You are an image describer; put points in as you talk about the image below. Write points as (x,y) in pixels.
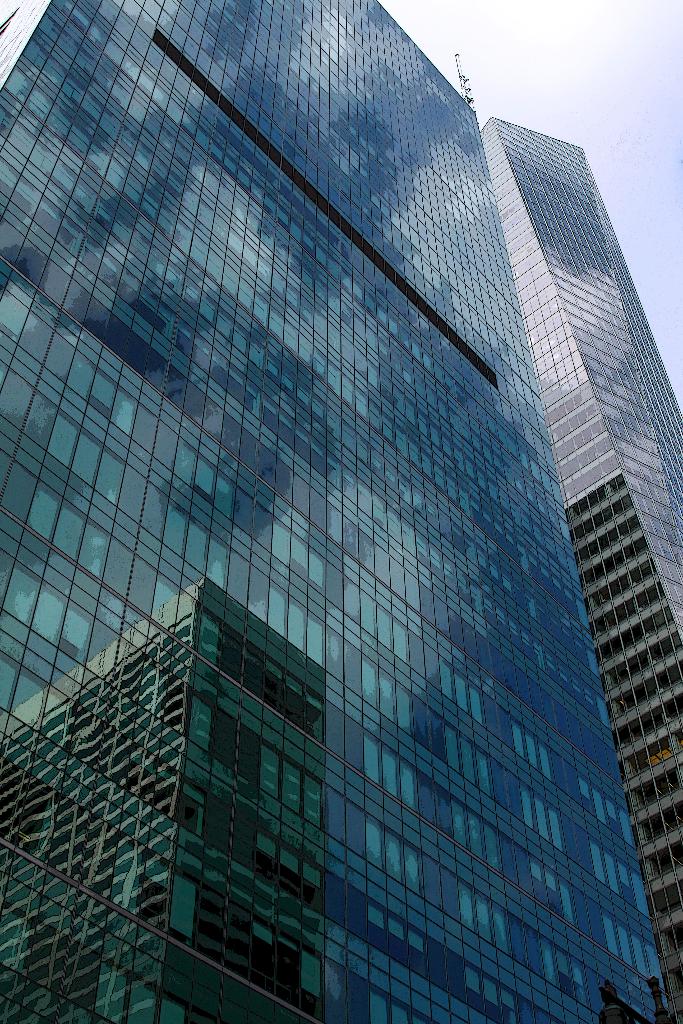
In this image I can see the buildings (320,403) with glass (301,490). On one of the building (145,735) I can see the reflection (126,826) of another building (167,810). In the background (499,79) I can see the sky (507,79).
